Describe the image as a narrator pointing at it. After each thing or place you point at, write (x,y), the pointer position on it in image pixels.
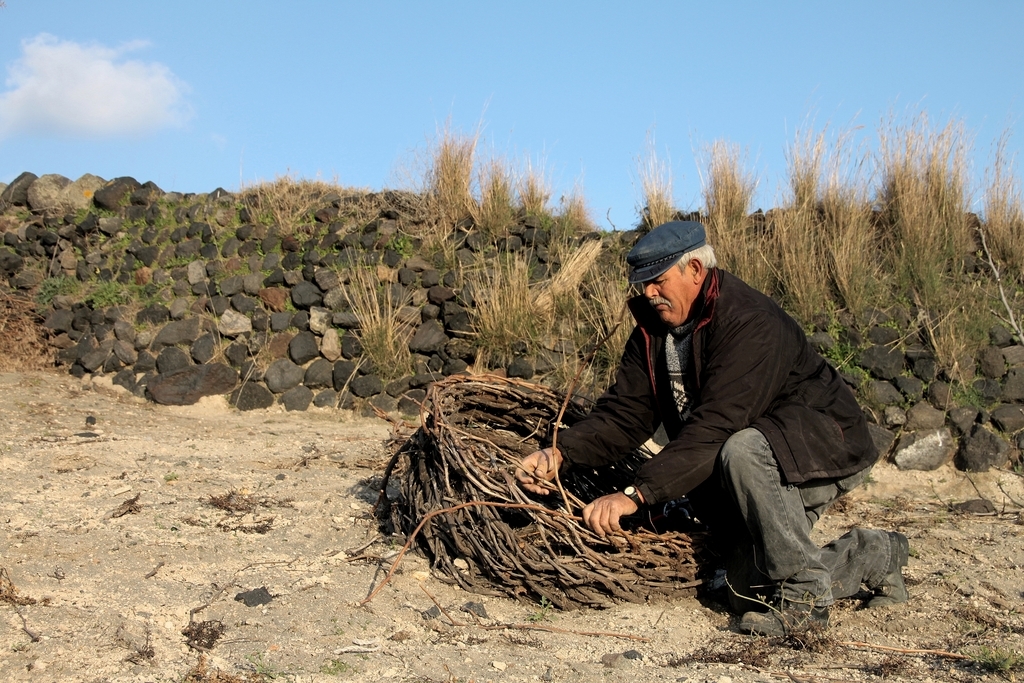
In this picture we can see a man (763,475) in the black jacket (712,446) is in squat position and behind the man (710,334) there are stones (408,336), grass (541,208) and a sky (562,126).
